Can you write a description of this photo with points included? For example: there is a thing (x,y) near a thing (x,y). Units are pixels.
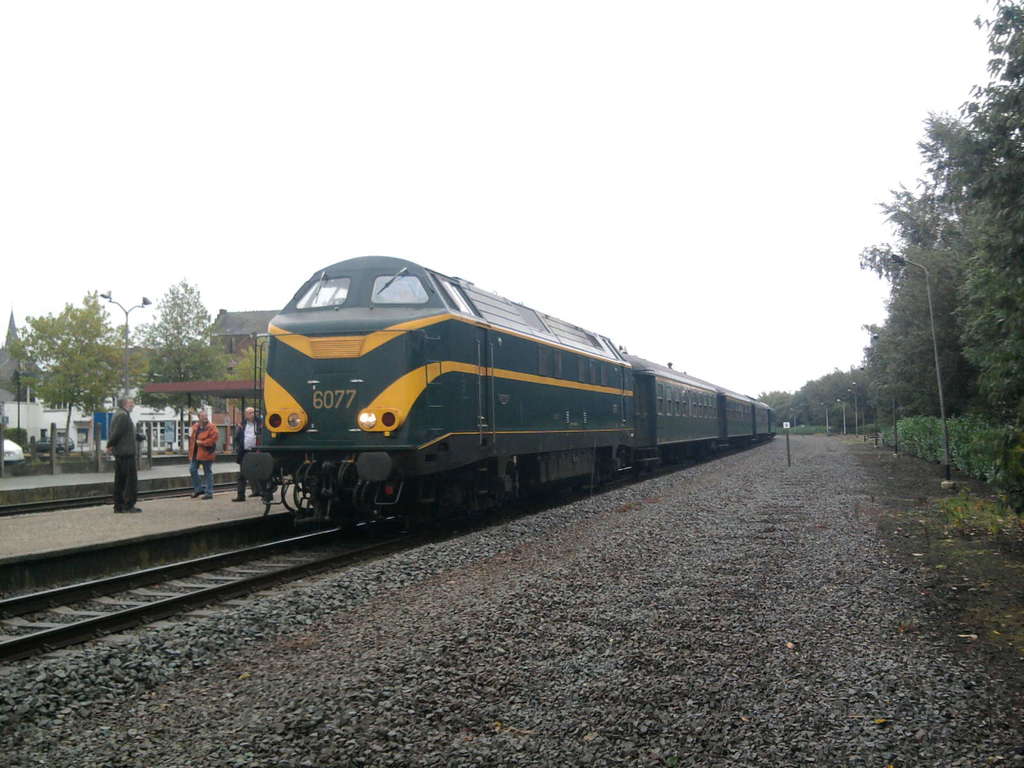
In this image we can see train (425,410) on the railway track (58,607). Right side of the image (916,394) trees (947,372) and poles (938,381) are there. Left side of the image (120,442) three men (126,453) are standing on the platform (24,527). Behind them trees (160,361), pole (143,308) and houses (243,342) are there.
